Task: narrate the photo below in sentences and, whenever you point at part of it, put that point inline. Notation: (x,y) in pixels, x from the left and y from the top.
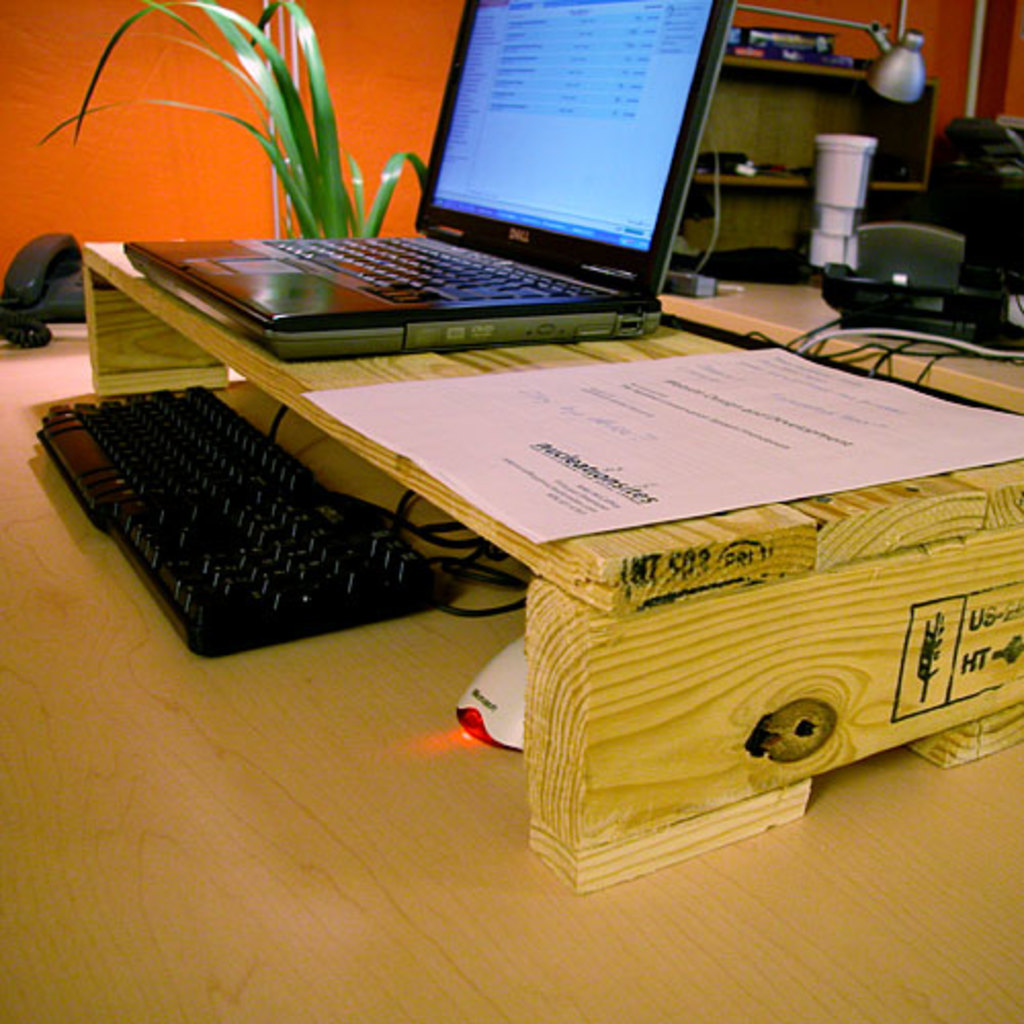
In this image we can see laptop (575,233), papers (530,396), keyboard (138,528), mouse (499,704), telephone (54,272) and table (911,374) in the foreground of the image (608,622). In the background of the image (978,301) we can see a table lamp (886,70) and somethings (848,180).
